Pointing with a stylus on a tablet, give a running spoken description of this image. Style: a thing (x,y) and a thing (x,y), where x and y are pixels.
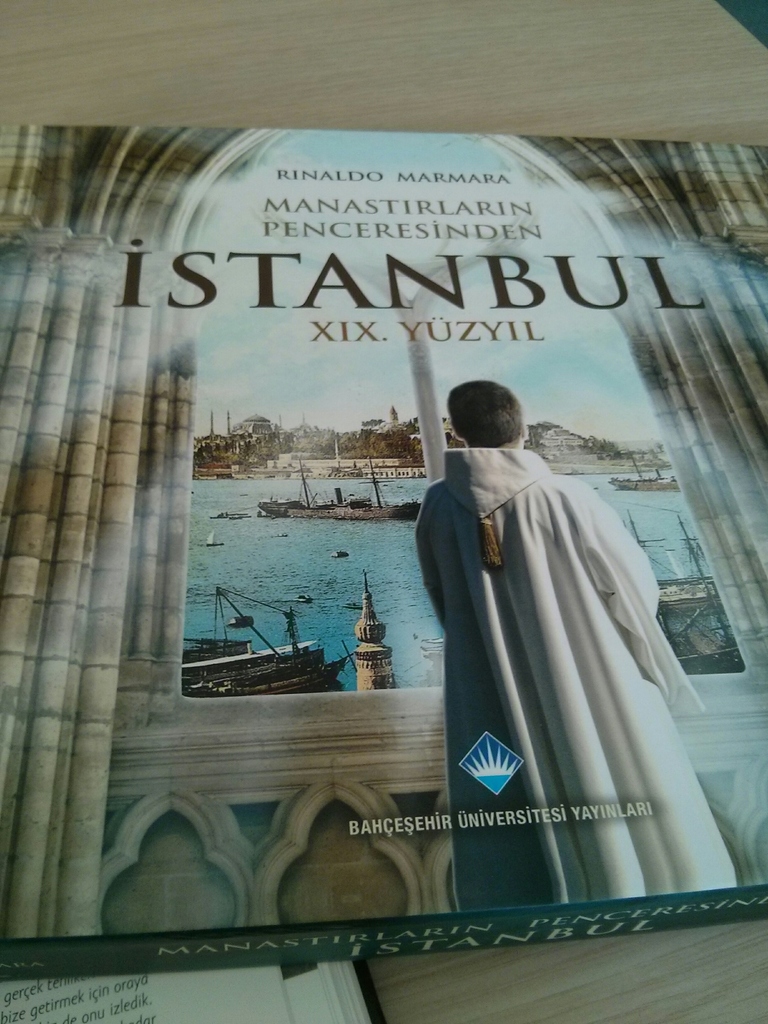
In this picture we can see a wooden surface (690,986) at the bottom (673,980), at the left bottom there is a book (289,985), we can see a poster (438,832) in the middle (486,616), we can see picture (458,528) of a person (445,605), water (361,557), boats (388,510) and some text (421,205) on this poster (410,209).
